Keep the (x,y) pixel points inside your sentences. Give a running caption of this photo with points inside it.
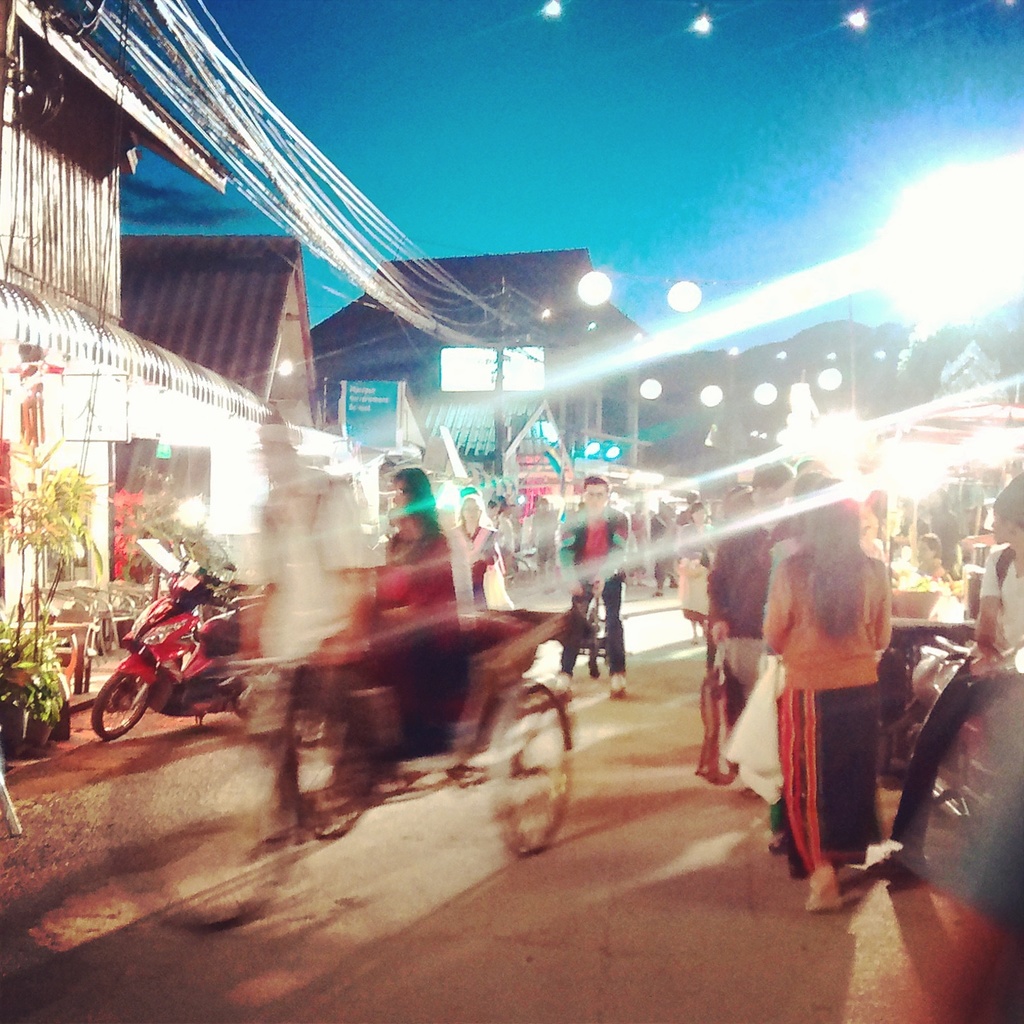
In this picture we can see a rickshaw (478,628) with a person (380,670) on it, motor bikes (182,622) and a group of people (782,490) on the road (487,806), buildings (512,395), wires (308,211), poles (342,382), lights (990,284), plants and in the background (551,108) we can see the sky (445,32).
